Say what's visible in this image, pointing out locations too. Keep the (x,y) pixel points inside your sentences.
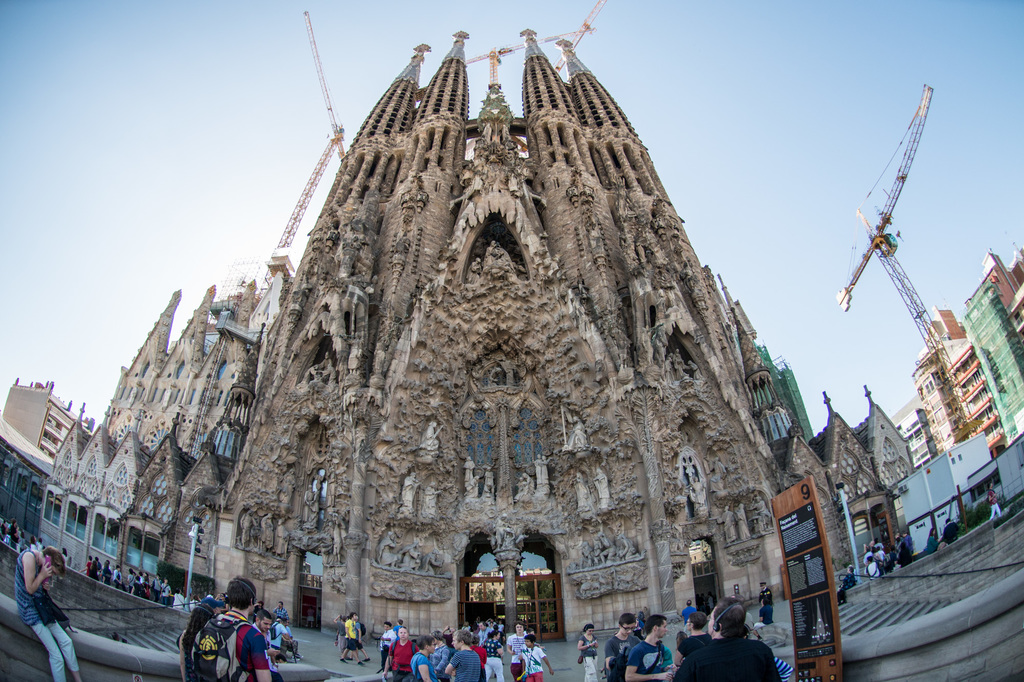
It is a wide angle image there is a big monument (599,170) and plenty of tourists (254,633) are visiting the monument (706,537). Beside that monument (872,477) there are few buildings (961,347) and in between the buildings (944,419) there is a big crane (876,253).
